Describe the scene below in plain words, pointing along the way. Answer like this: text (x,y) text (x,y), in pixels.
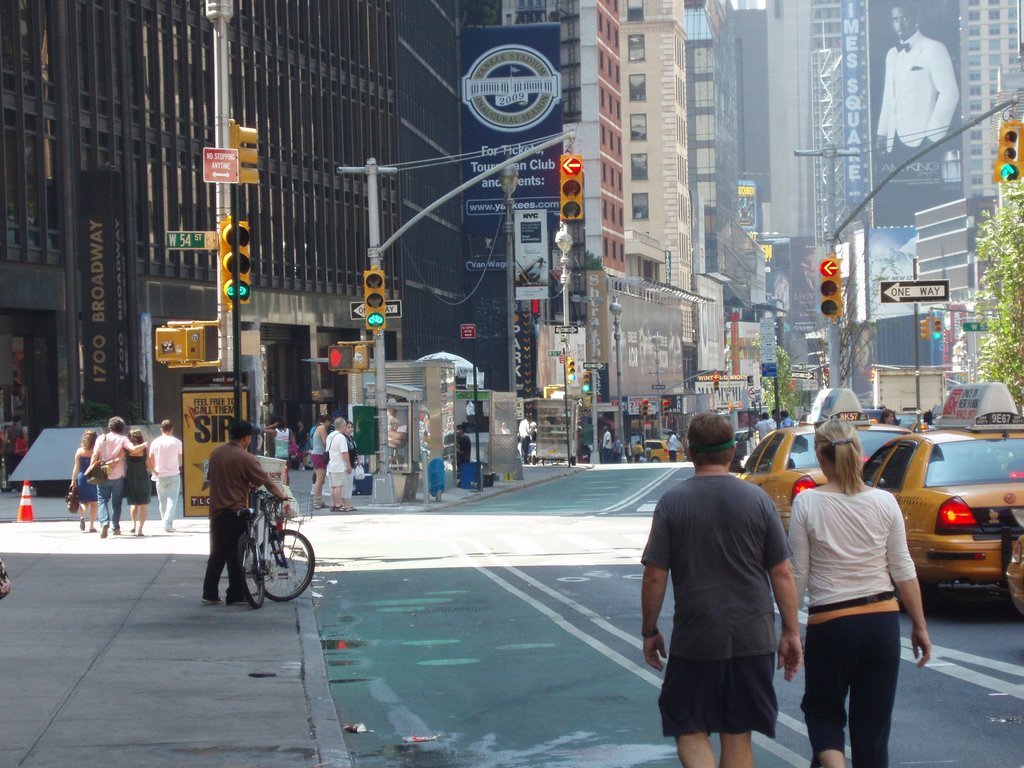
This picture is taken in the streets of a city (801,157). The foreground of the image (853,485) there are two persons (785,621) walking. On the left (128,680) there is a pavement (123,614), on the pavement (206,638) there are a lot of people (160,474) walking. On the background (176,226) there are many buildings (795,114). On the right (949,457) there are cars (912,465). In this image there are many signals (828,273). On the right (1003,313) there is a tree (1021,295).
